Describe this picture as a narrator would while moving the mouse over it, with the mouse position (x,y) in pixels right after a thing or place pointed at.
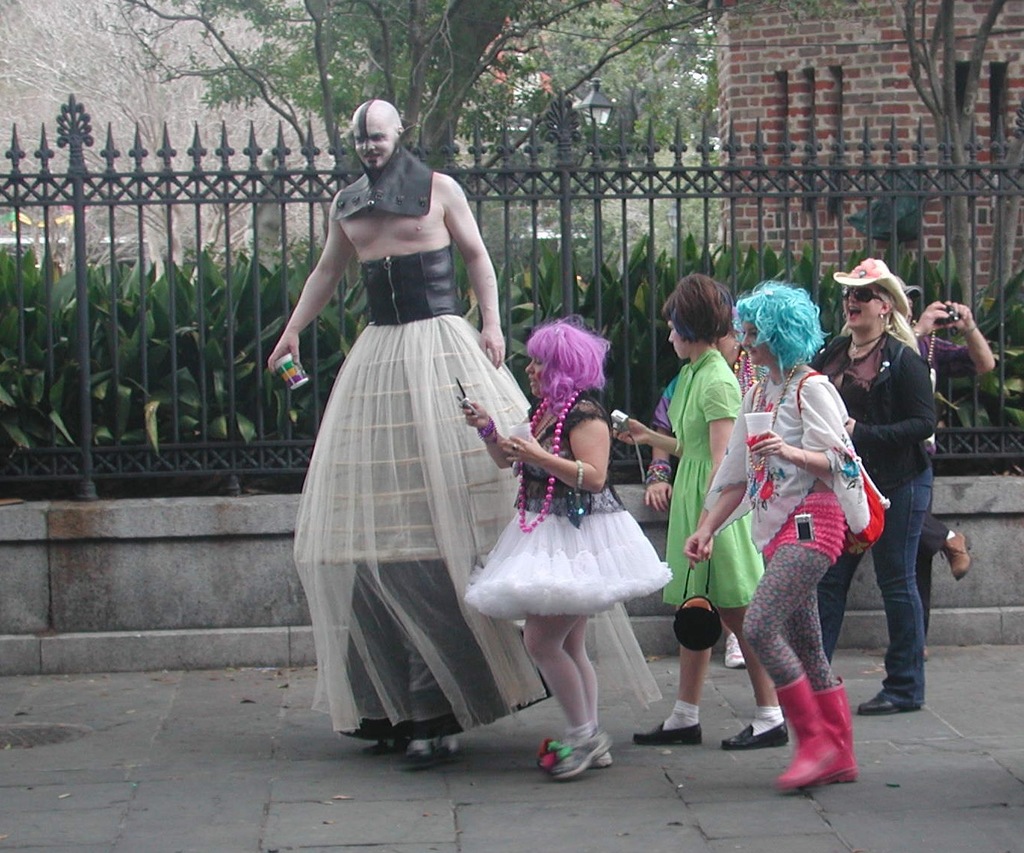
In this image we can see persons (717,481) wearing costumes (506,573) standing on the floor (933,685). In the background (183,398) there are trees (498,77), walls (751,30), street light (589,108), plants (265,272) and an iron grill (227,272).
